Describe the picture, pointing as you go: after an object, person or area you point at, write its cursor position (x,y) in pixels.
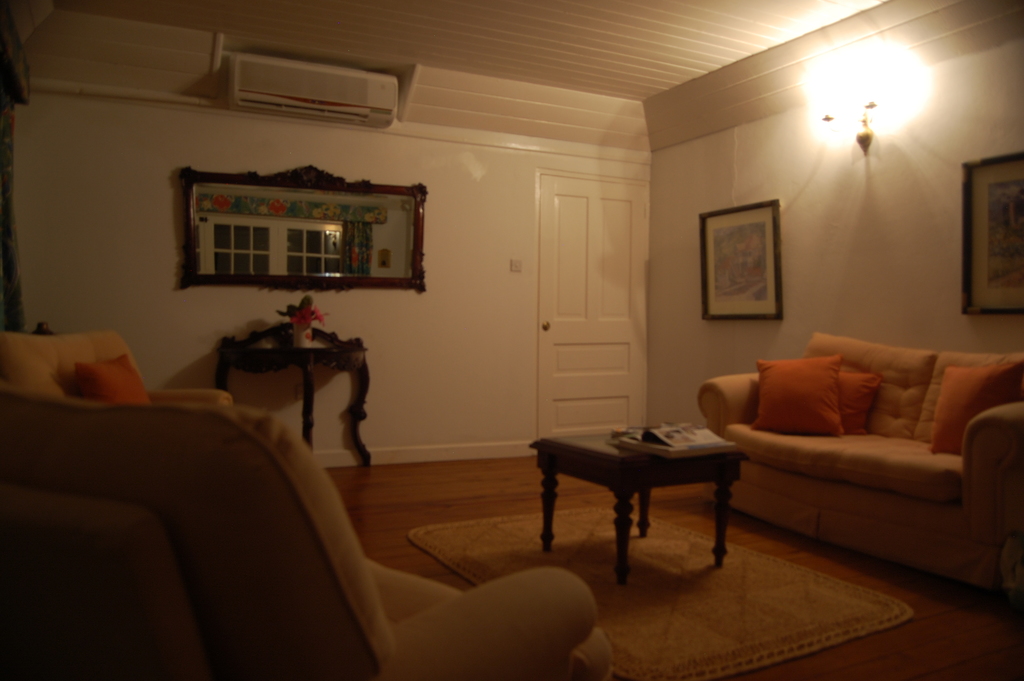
In this image i can see 2 couches (843,476), few pillows (841,409) on them. In the background (445,336) i can see a wall (496,312), a door (582,314), a photo frame (744,252), air conditioner (321,115), light (842,127) and a mirror (281,225).
